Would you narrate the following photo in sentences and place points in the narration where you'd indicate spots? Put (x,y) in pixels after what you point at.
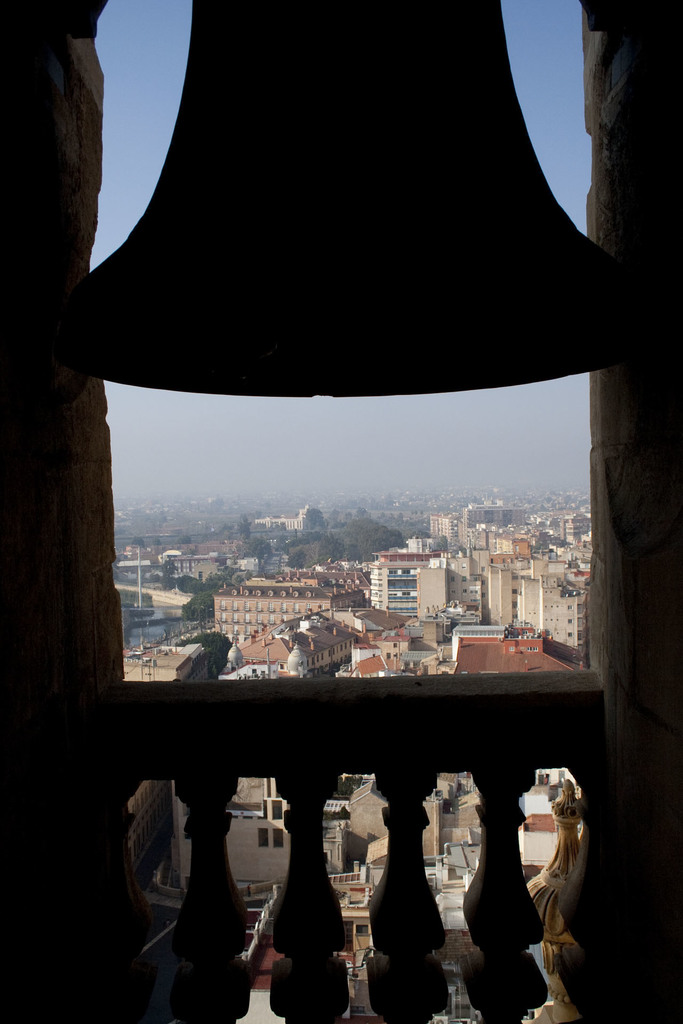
In the foreground of this picture (221,859) we can see the deck rail (219,852) and a bell (315,163) seems to be hanging. In the background (184,441) we can see the sky (251,432), trees (231,530), buildings (497,588), houses (368,617) and many other objects (176,591).
